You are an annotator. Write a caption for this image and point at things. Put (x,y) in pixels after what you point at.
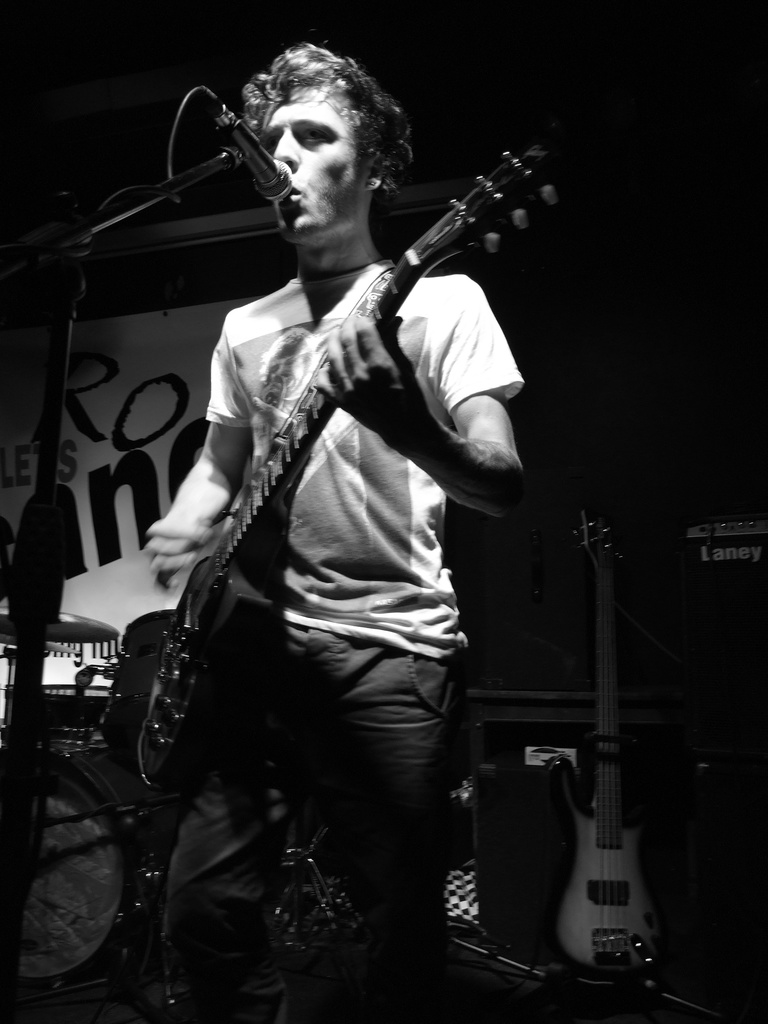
In this image the man (317,510) is standing and holding a guitar (209,680). There is a mic (256,148) and a stand (14,712).
